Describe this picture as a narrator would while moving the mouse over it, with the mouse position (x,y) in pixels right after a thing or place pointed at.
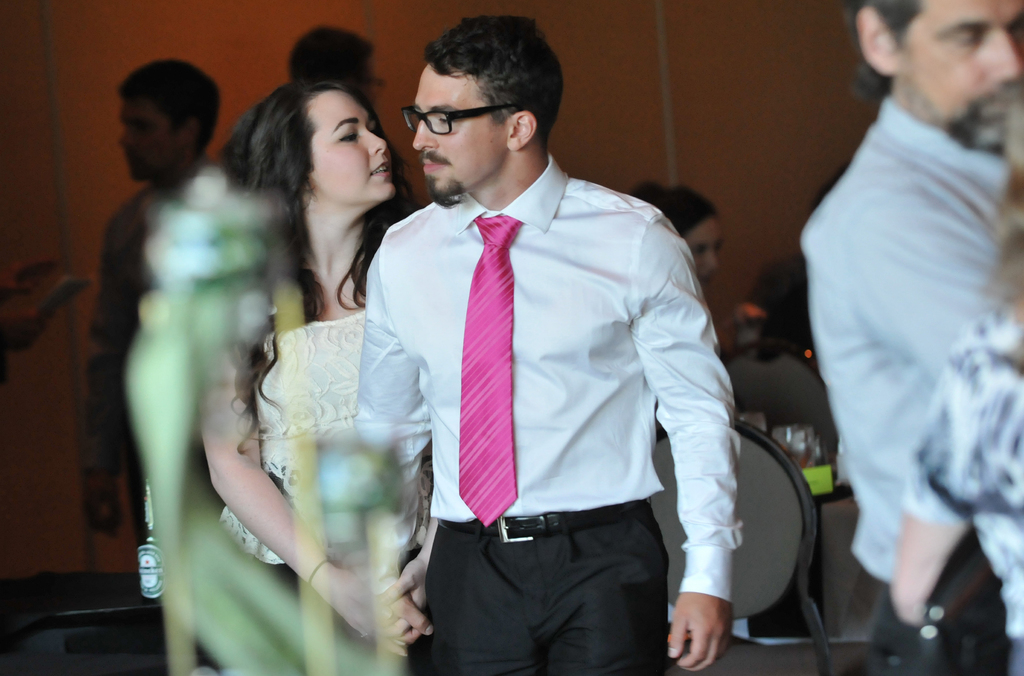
In this image in front (477,648) there are people (690,541). Behind them there are chairs (792,538). There is a table (845,486). On top of it there are glasses (813,443). In the background of the image (732,93) there is a wall (705,83).
